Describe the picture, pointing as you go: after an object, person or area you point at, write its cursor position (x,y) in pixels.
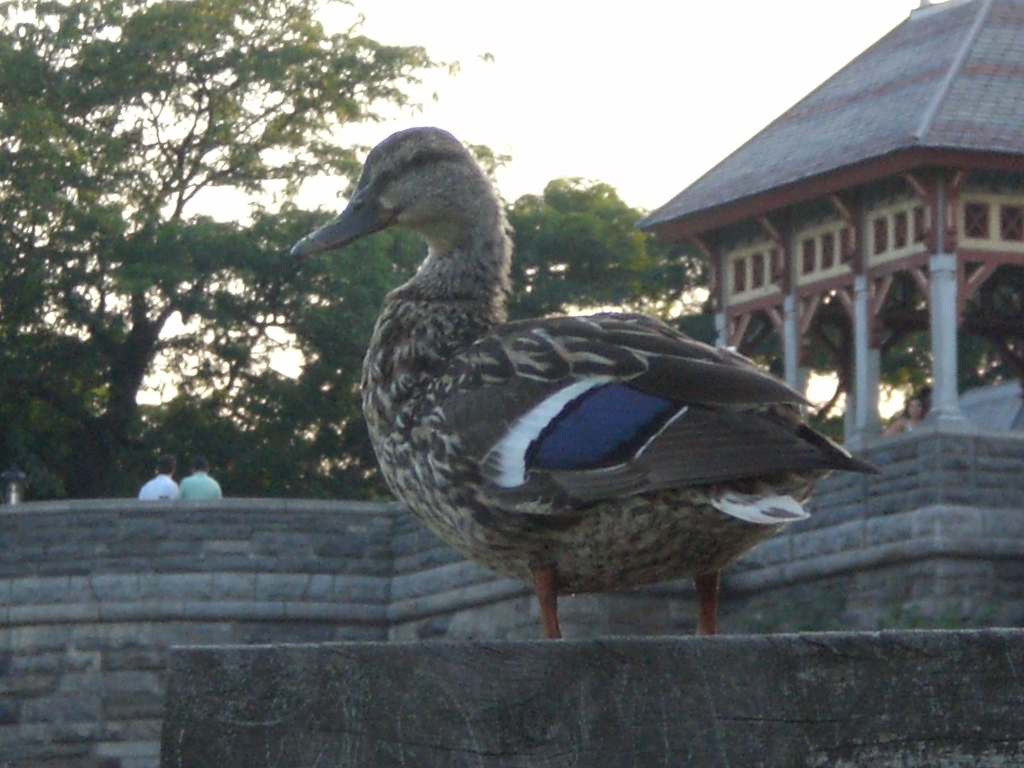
In this image, we can see a duck (511,502). Behind the duck (549,426), there is a wall (259,544), people (172,483), trees (906,394) and an architecture (972,136). At the top of the image (502,80), there is the sky (549,75).
